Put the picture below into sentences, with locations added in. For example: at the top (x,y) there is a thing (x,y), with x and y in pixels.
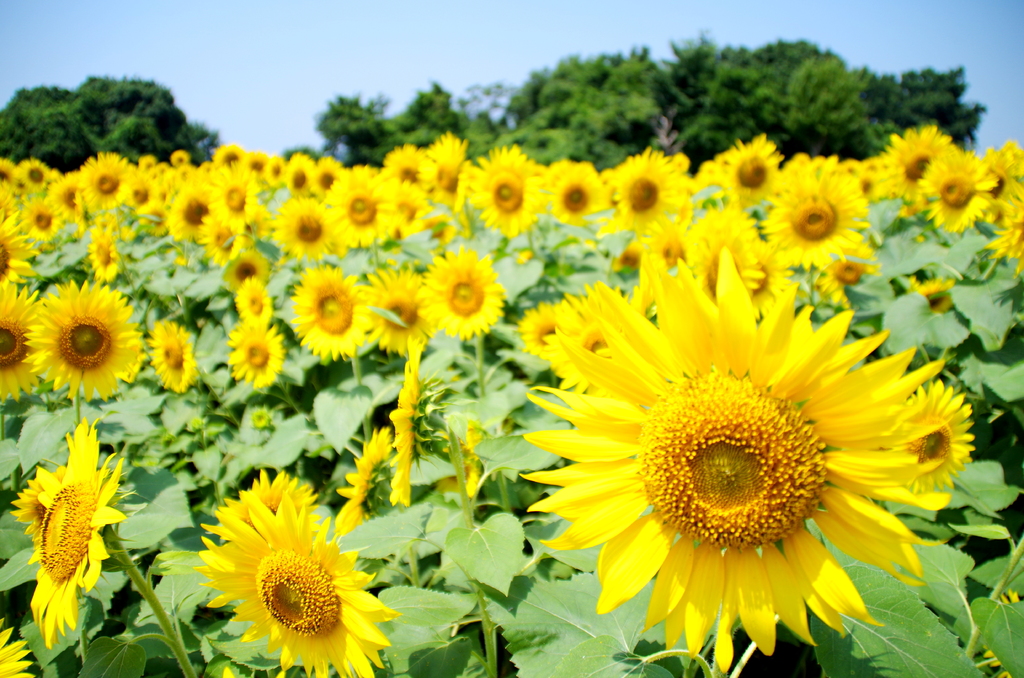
In this image we can see there are plants (466,344) and flowers (650,206). And at the back (635,100) there are trees (691,114). At the top (281,106) there is a sky (263,54).
